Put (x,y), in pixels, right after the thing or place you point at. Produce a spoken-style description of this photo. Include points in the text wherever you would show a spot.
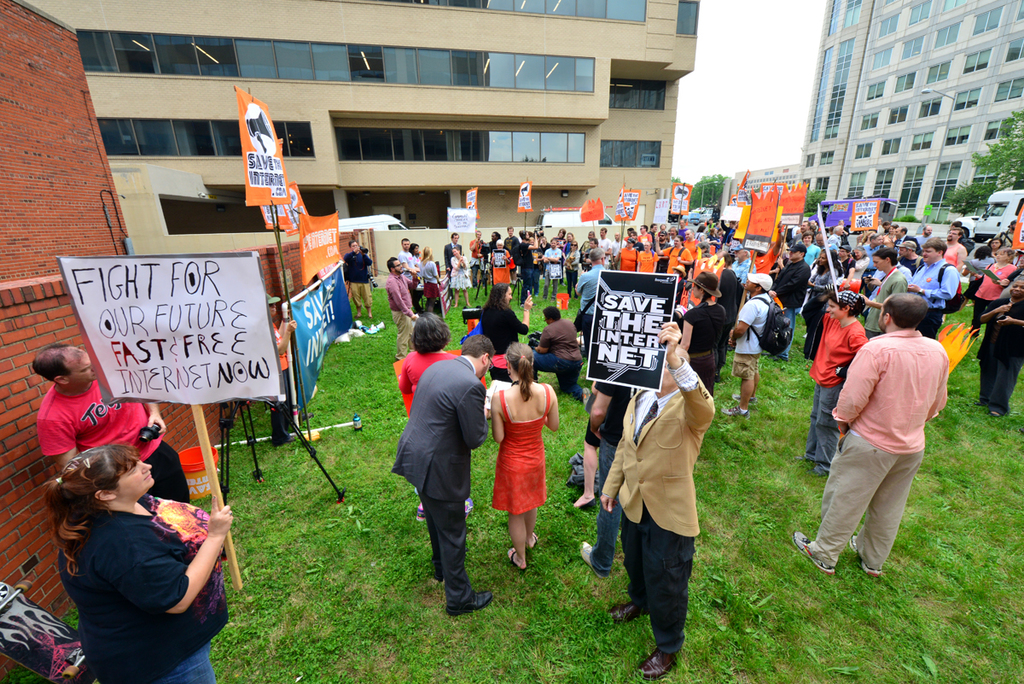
In this image there are a group of people (148,556) who are standing and some of them are holding some placards (639,353) and some of them are standing. At the bottom (375,524) there is grass (415,582) and in the center (645,336) there are some posters (310,266) and hoardings (311,311), and in the background (190,91) there are some buildings (613,101) and trees (993,188) and some vehicles (973,217). On the top of the image (768,116) there is sky (772,62).
